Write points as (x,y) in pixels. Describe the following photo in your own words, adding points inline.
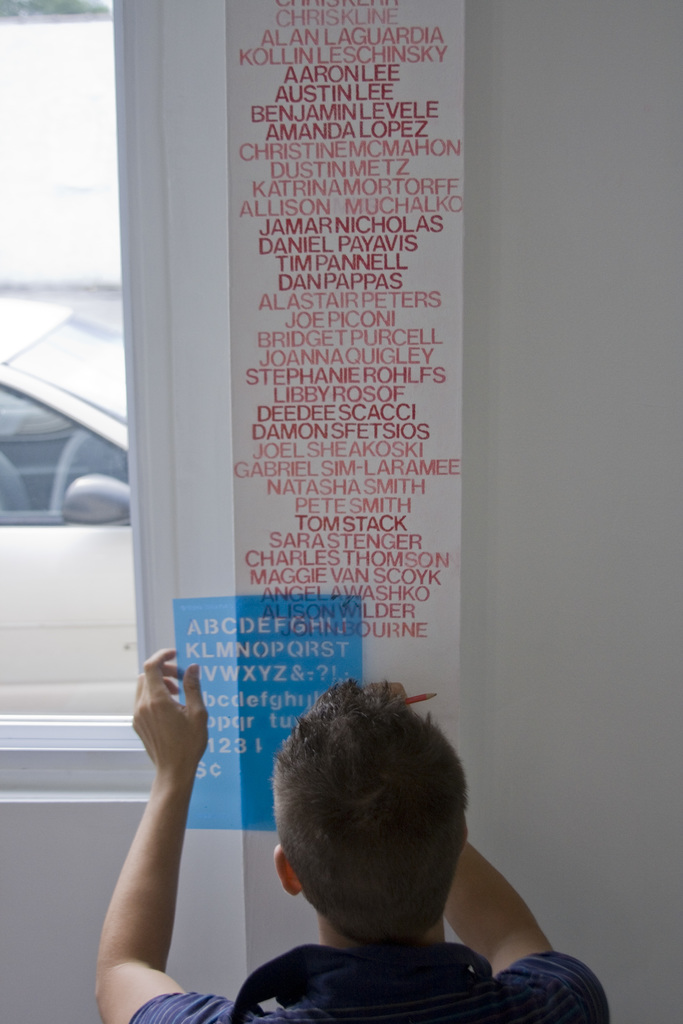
In the picture I can see a person (358,944) wearing a shirt (476,994) is holding a pencil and a blue color alphabet scale (200,792). Here we can see some written text (301,339) which is in the red color on the wall (339,567). Here we can see the glass windows (81,344) through which we can see a car (52,503) in the background (65,643).
